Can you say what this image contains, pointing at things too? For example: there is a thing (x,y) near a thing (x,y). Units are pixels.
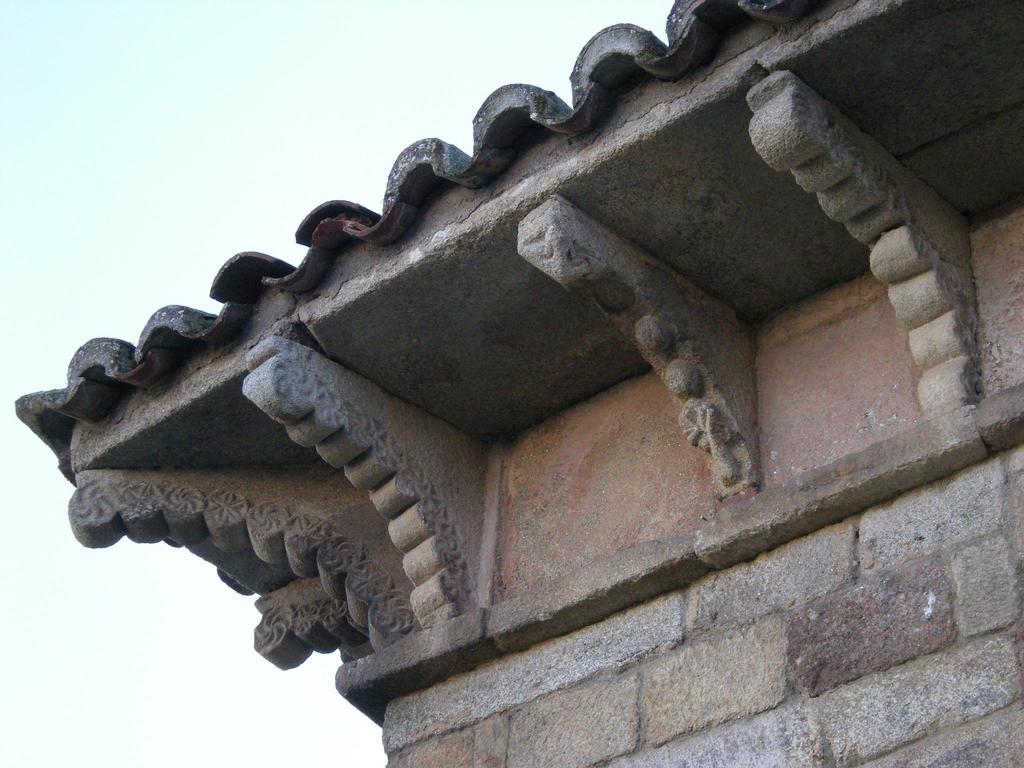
In this picture I can see there is a building (625,252) on right side (738,617) and it has a roof (426,386), there is some sculpture (448,579) on the roof (105,360).
